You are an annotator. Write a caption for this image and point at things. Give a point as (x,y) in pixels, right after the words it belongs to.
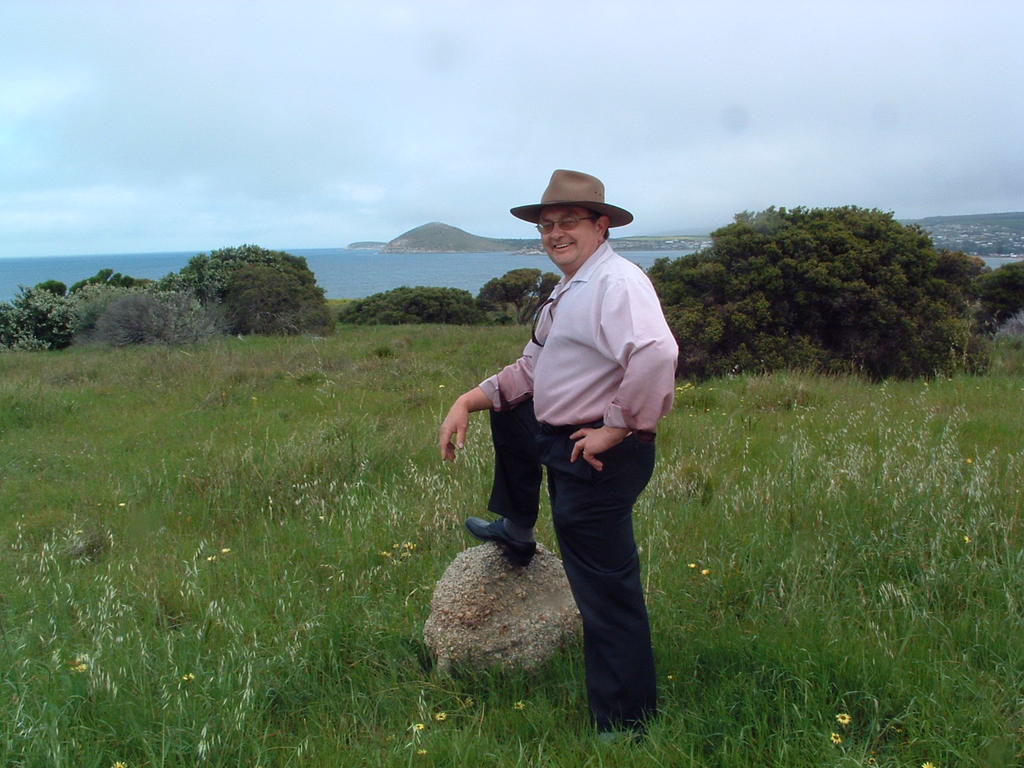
In the image I can see a person (615,416) who is standing on the grass (409,451) and also I can see a beach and some plants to the side.
